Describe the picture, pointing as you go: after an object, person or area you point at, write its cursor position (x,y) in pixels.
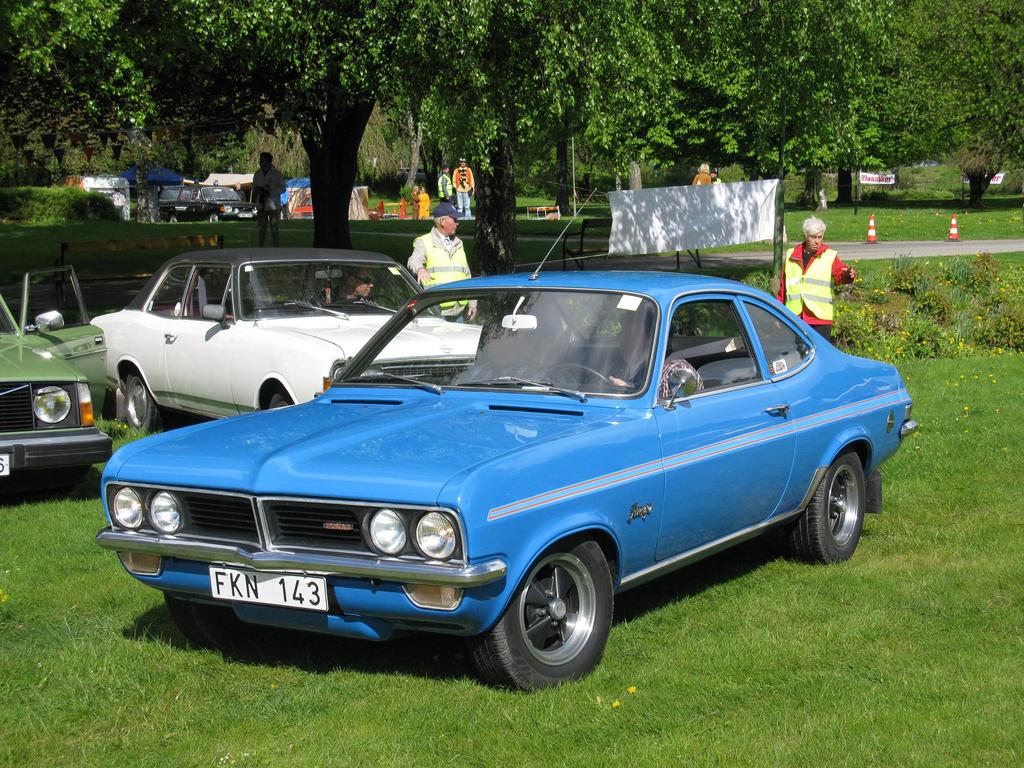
In this image we can see cars (504,459) on the grassy land (755,650). In the background (428,233), we can see people (810,292), traffic cones (872,229), grassy land (531,204), tents (291,202), vehicle (192,208) and trees (623,85).
